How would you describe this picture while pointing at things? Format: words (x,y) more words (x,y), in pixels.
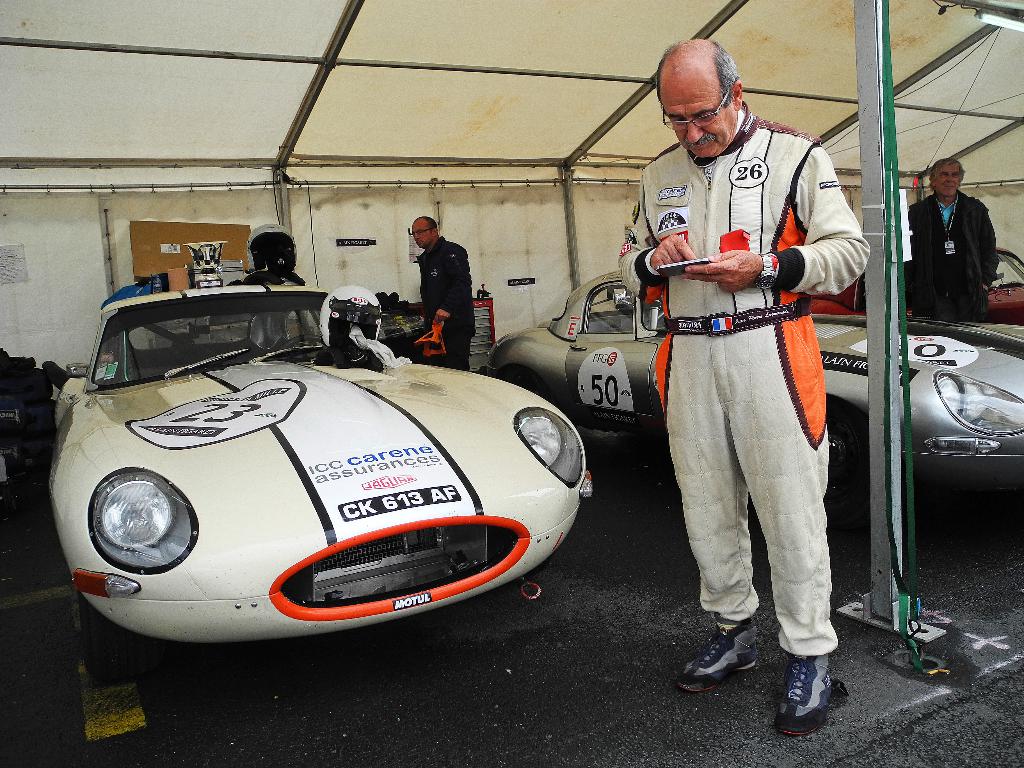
In this image we can see cars (617,301). On the cars (388,374) there is something written. Also we can see few people (664,250). And there is a pillar (867,321). In the background (397,221) there is a wall (366,212). There is a tool cabinet (478,306). And one person (707,212) is wearing specs (676,125) and watch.
